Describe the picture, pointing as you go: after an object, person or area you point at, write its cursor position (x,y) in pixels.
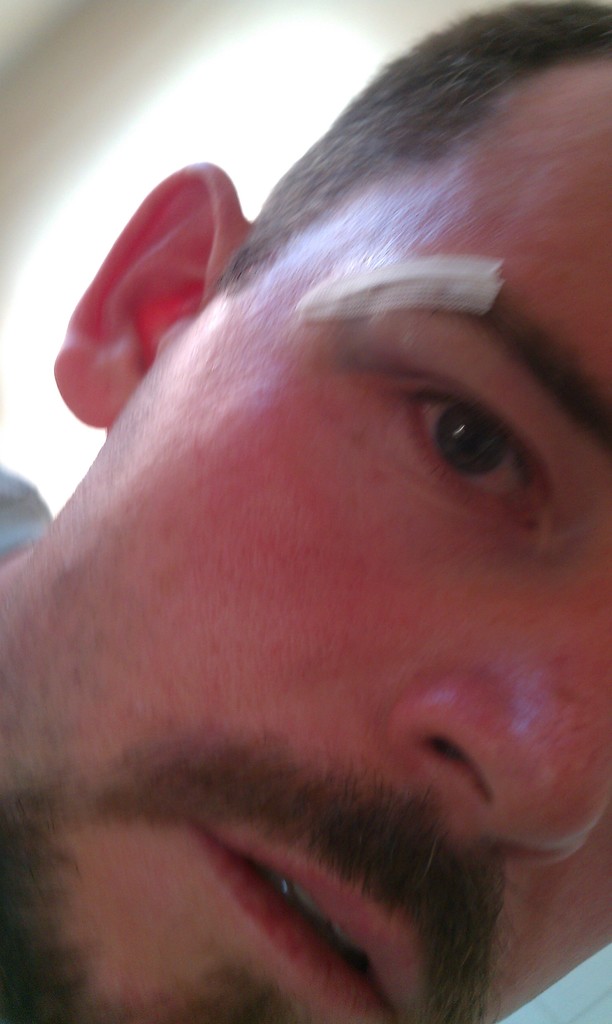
In this image we can see a person (303,634). In the background (45,218) there is a wall (77,156).
